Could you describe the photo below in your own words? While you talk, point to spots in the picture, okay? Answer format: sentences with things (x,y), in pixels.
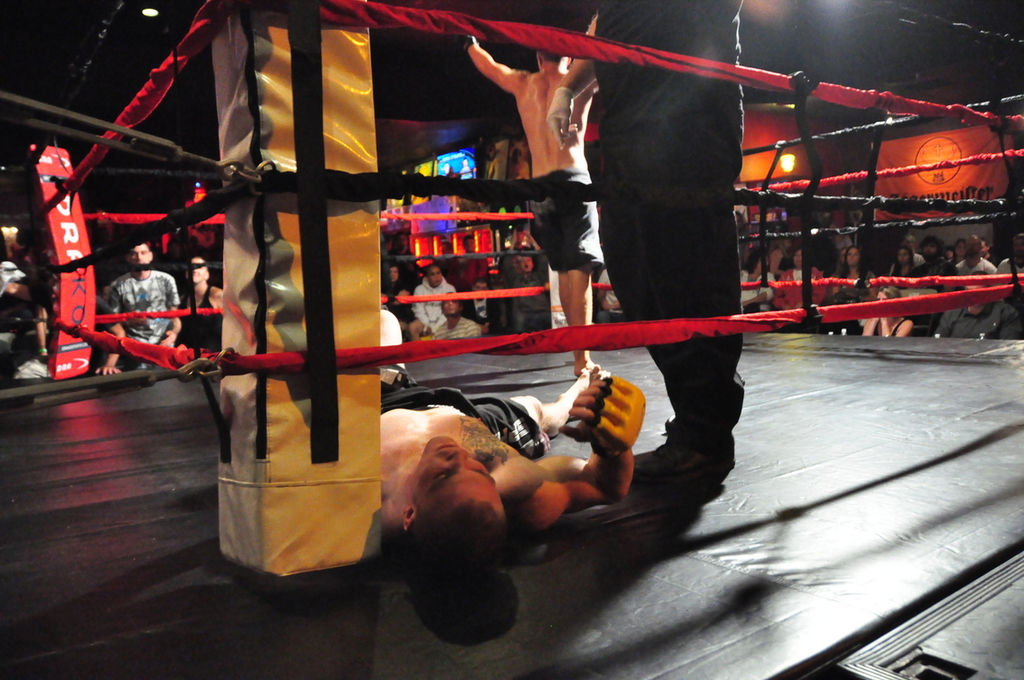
In this image there are people (719,139) and we can see a boxing ring (925,474). In the background (782,154) there are lights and we can see a board (965,194).
